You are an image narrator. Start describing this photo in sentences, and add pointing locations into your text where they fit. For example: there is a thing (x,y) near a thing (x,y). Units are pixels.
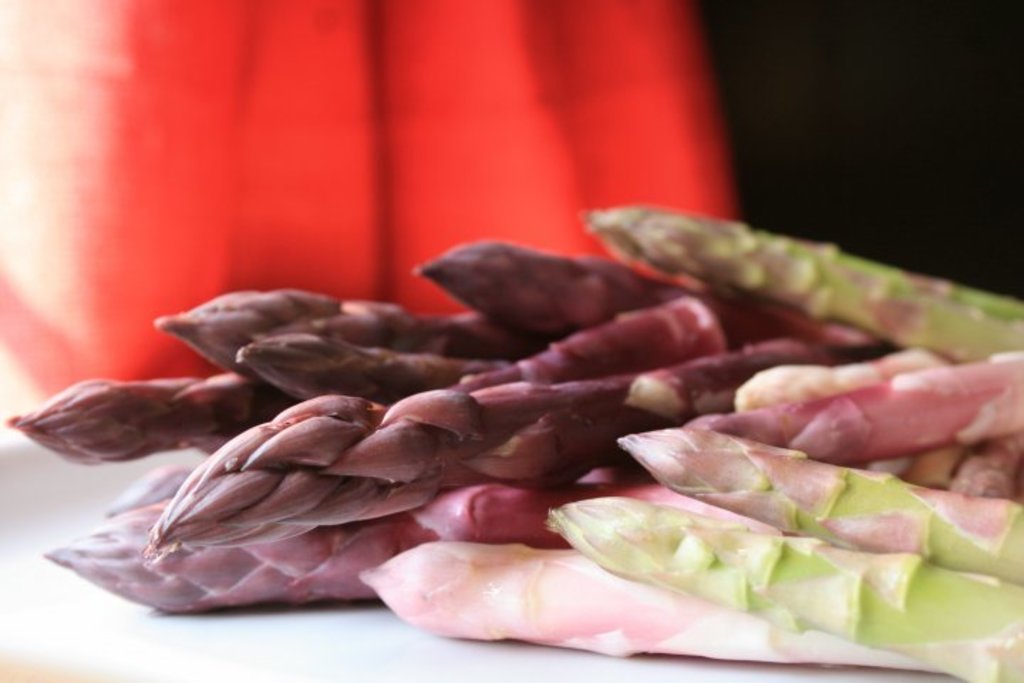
In this image I can see asparagus spears (735,488) and other stems (369,452) on the table (397,626). In the background (800,119) I can see red and black color. This image is taken may be in a room (810,129).
